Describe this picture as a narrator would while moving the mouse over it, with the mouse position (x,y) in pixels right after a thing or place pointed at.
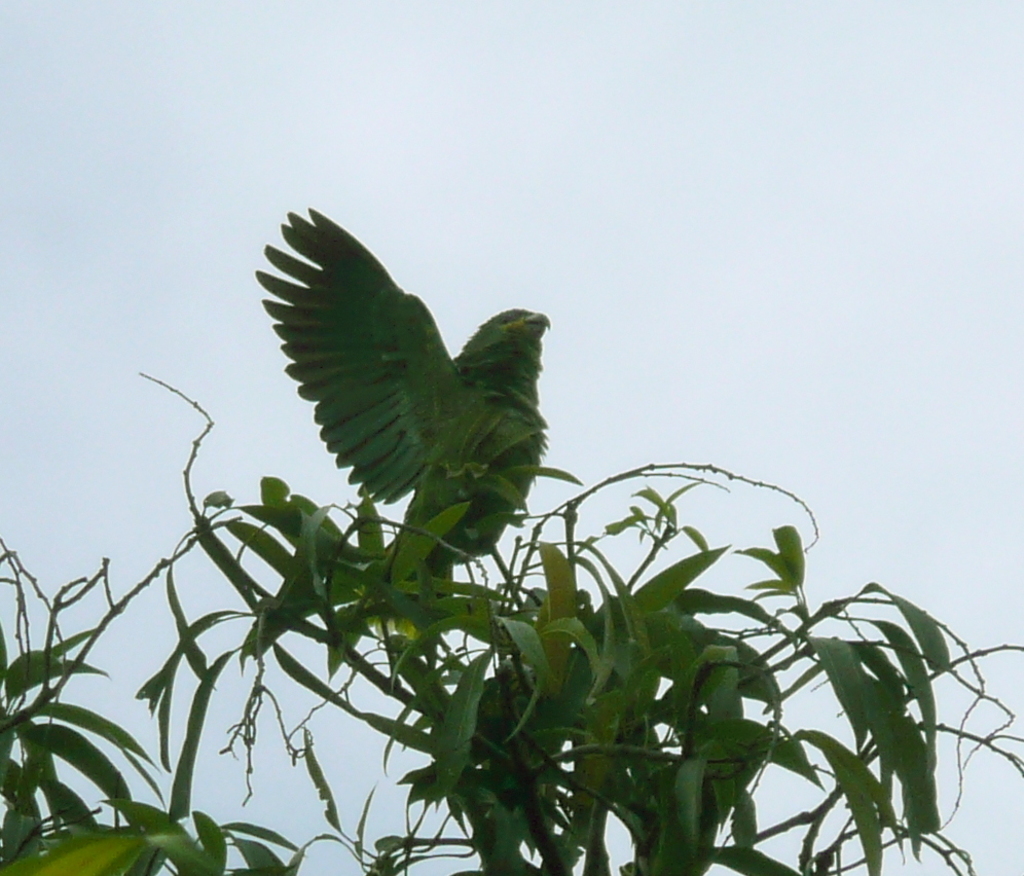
In this image we can see green color parrot (362,474) which is on the branch (322,641) of a plant (437,618) and at the top of the image (525,184) there is clear sky (636,253) and at the bottom of the image (405,711) we can see some leaves (559,708).
